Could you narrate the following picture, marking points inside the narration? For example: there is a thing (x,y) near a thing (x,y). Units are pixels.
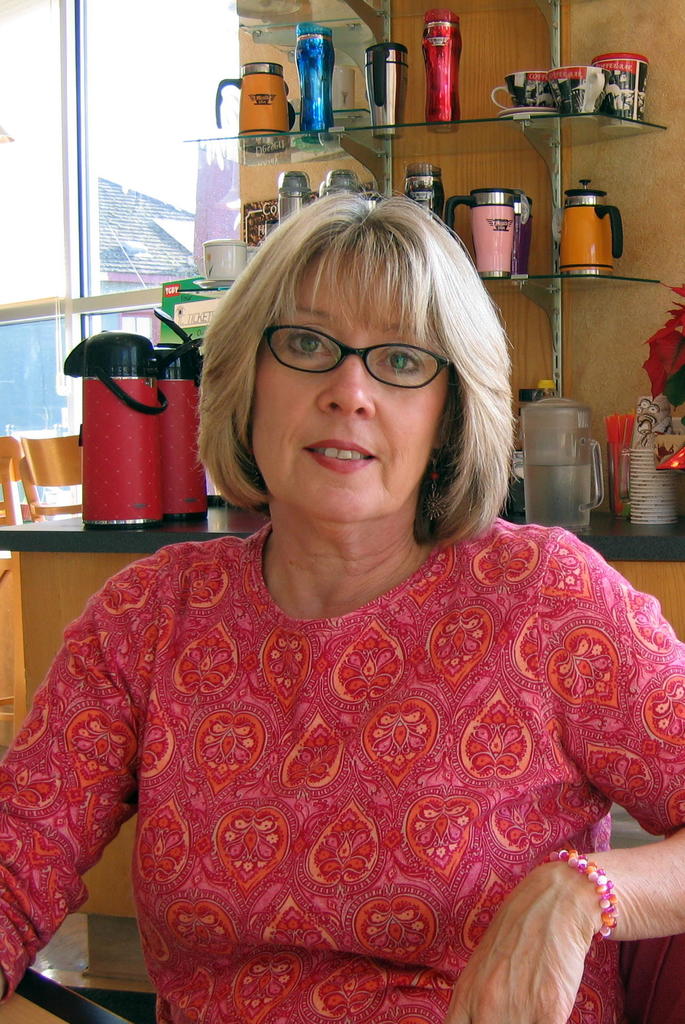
This picture shows a woman (624,663) seated on the chair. She wore spectacles (369,348) on their faces (409,339) and we see few thermo flasks (121,354) on the shelves (510,138) and a jug (589,413) of water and we see cups (633,469) on the counter top (680,536) and we see a window (113,295) and couple of chairs (12,513) and we see a building (140,250) from the window (140,250).
